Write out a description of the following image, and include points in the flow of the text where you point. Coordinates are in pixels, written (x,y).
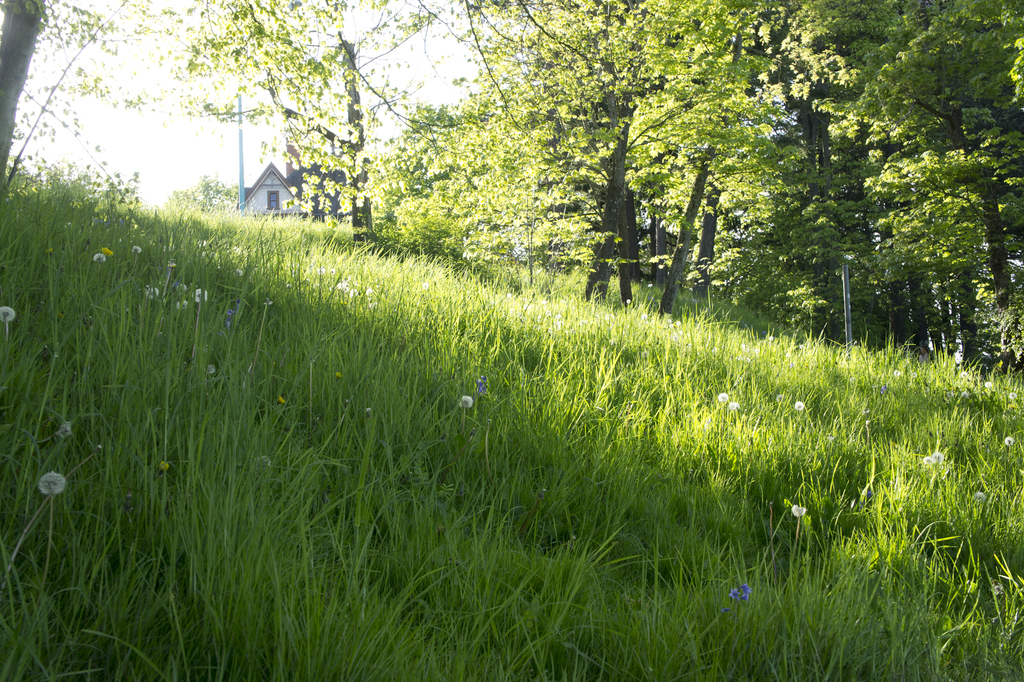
In this image I can see grass (420,481), number of trees (456,171), a pole (240,123) and a house (281,190).
